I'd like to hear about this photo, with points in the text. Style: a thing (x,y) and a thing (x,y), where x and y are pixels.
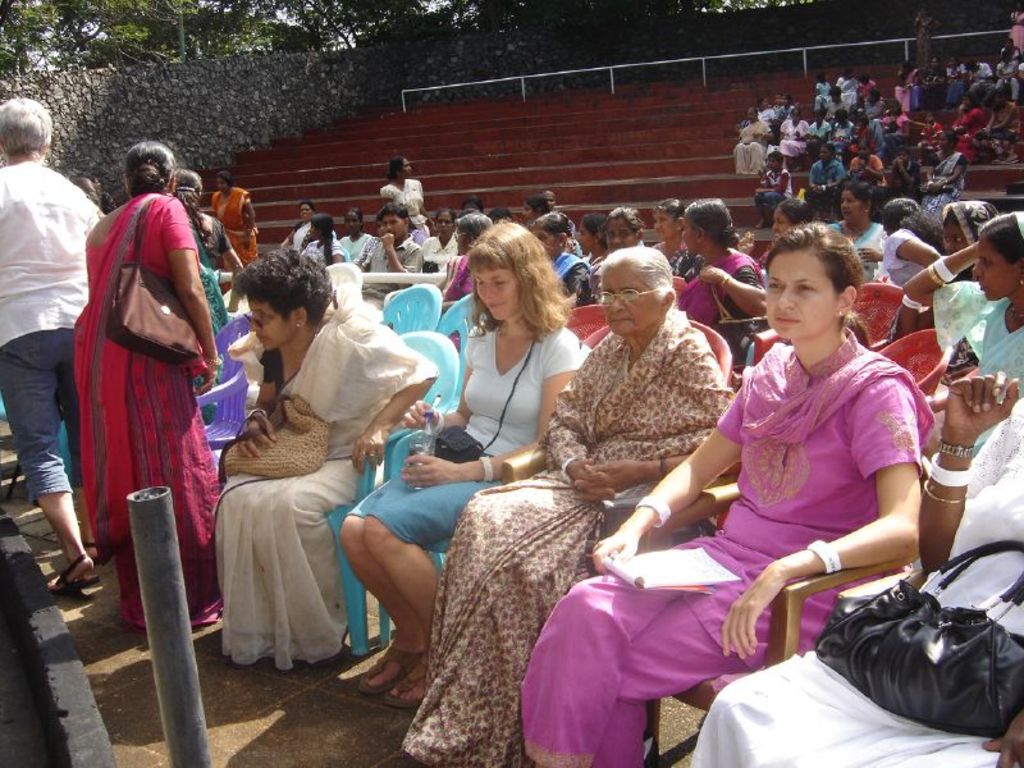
In this image we can see many persons (670,276) sitting on the chairs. In the background (458,28) we can see wall (254,96) and trees (271,41).
